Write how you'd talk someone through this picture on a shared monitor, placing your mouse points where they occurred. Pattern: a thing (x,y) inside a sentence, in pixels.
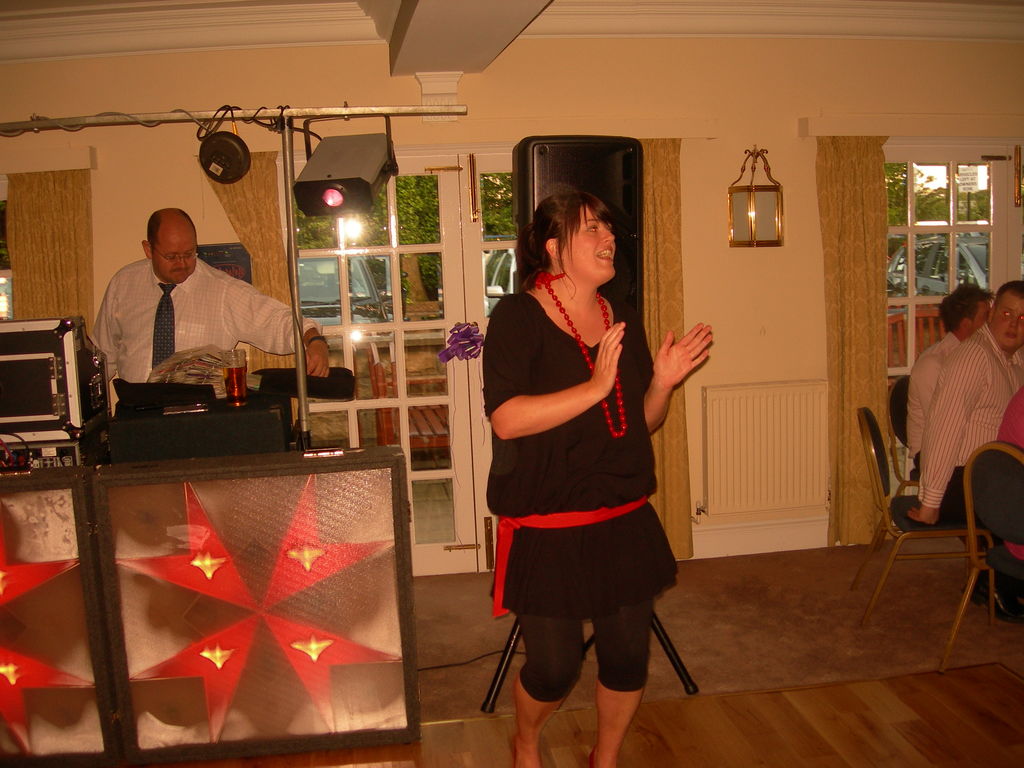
The picture is taken in a house (172,92). In the center of the picture (537,439) there is a woman (624,372). On the left (177,484) there are music control systems (70,462), table (204,460), glass (229,373), stand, person (168,304), curtains (57,196), light (312,189) and other objects (301,549). On the right (984,406) there are people (937,466), chairs (866,450), curtain (865,283), window (924,248) and a lamp (770,202). In the background (424,394) there are window (492,225) and door (465,228), outside the door (461,233) there are cars (890,263) and trees (407,217).
